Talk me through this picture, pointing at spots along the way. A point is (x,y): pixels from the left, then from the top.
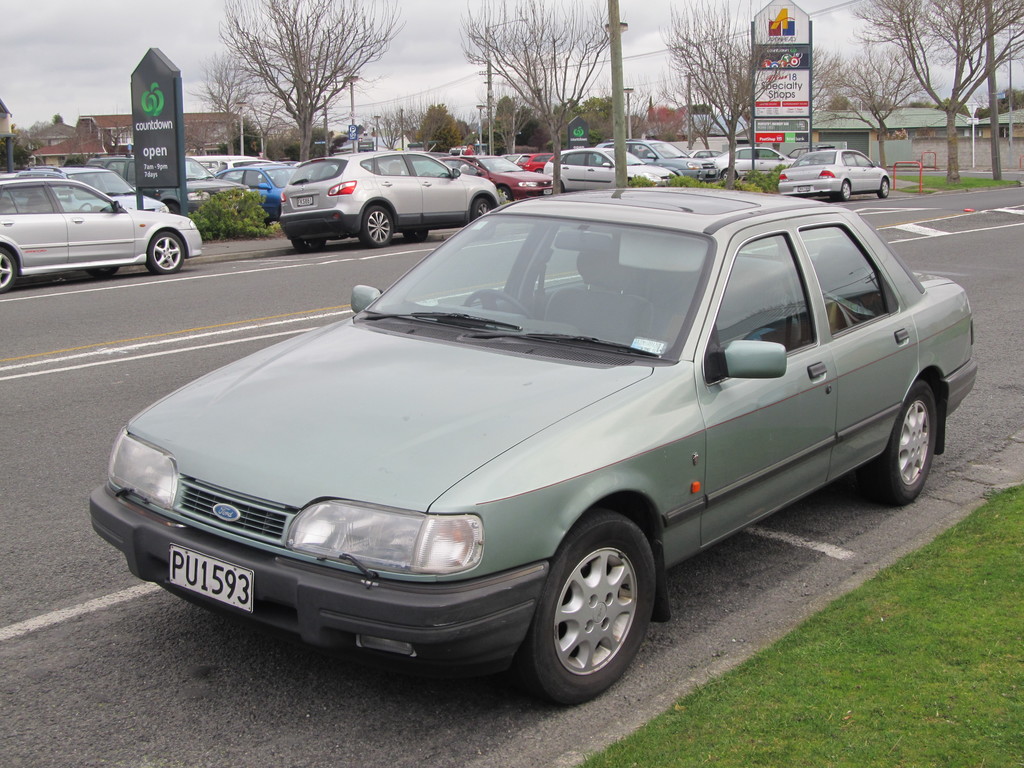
In this picture we can observe some cars (198,188) on the road (316,258). Some of them are parked on the side of the road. We can observe a pole (613,79). In the background (610,112) there are trees (214,96), houses (822,130) and a sky (393,72) with some clouds (453,69).
